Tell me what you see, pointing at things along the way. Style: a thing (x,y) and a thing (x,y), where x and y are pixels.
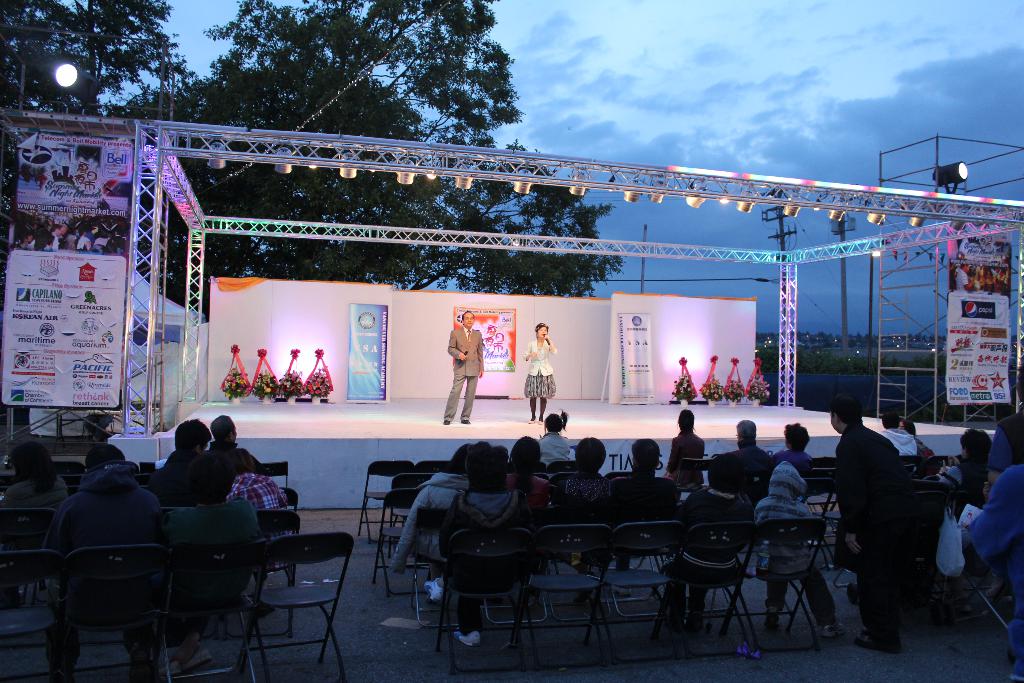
In this image i can see few people (97,530) sitting on chairs (689,529) in front of the stage (620,429) and on the stage (511,410) i can see 2 persons (539,342) standing and holding microphone (464,352) in their hands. On the stage (412,382) i can see few bouquets (317,382), few banners (633,376) and in the background (439,104) i can see sky (673,98), trees (417,83) and lights (68,77).
